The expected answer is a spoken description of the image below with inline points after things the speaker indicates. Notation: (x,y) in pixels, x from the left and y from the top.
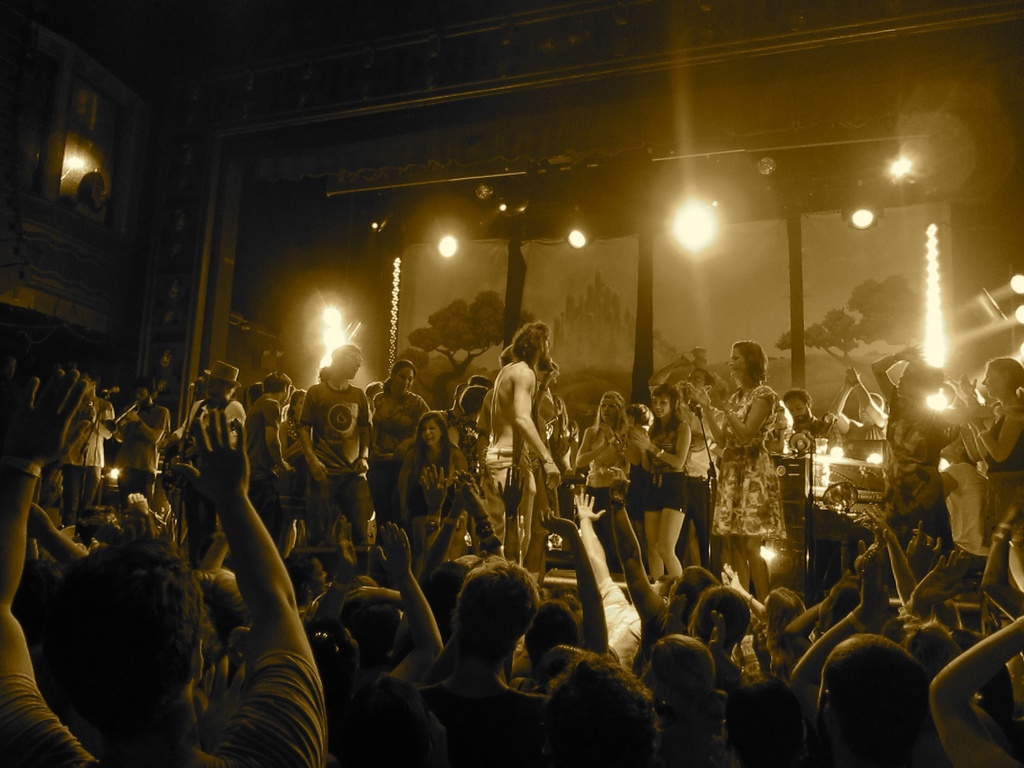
This image consists of a huge crowd (853,561). It looks like it is clicked in a pub (87,289). In the background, we can see many light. At the top (616,36), there is a roof (244,30). On the left (48,221), there is a window (66,181). In the middle (557,468), there is a woman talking in a mic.
